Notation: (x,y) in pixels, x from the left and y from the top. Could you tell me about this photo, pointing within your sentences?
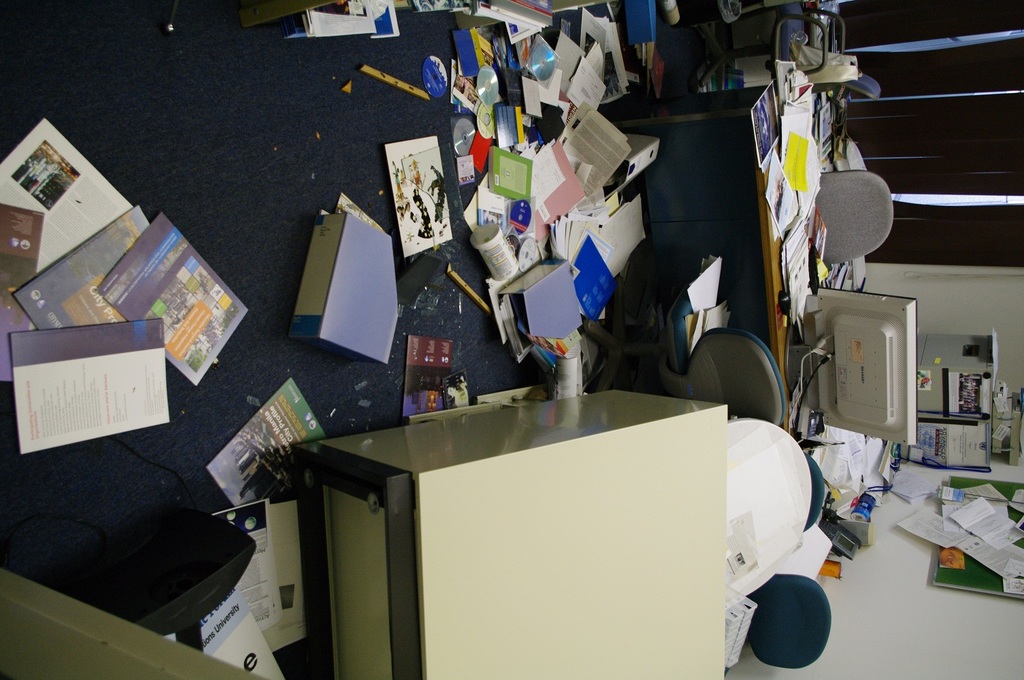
The picture is a rotated image. On the floor (462,236) there are many books (136,343), cups (483,234), CDs (482,110). On the table (768,268) there are books (764,155), monitor (881,415). There are few chairs (812,472) over here. On the desk (743,544) there are books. On the wall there is a board (996,506). On the board (972,559) there are papers (992,519). In the background (946,204) there is a window (946,204).
